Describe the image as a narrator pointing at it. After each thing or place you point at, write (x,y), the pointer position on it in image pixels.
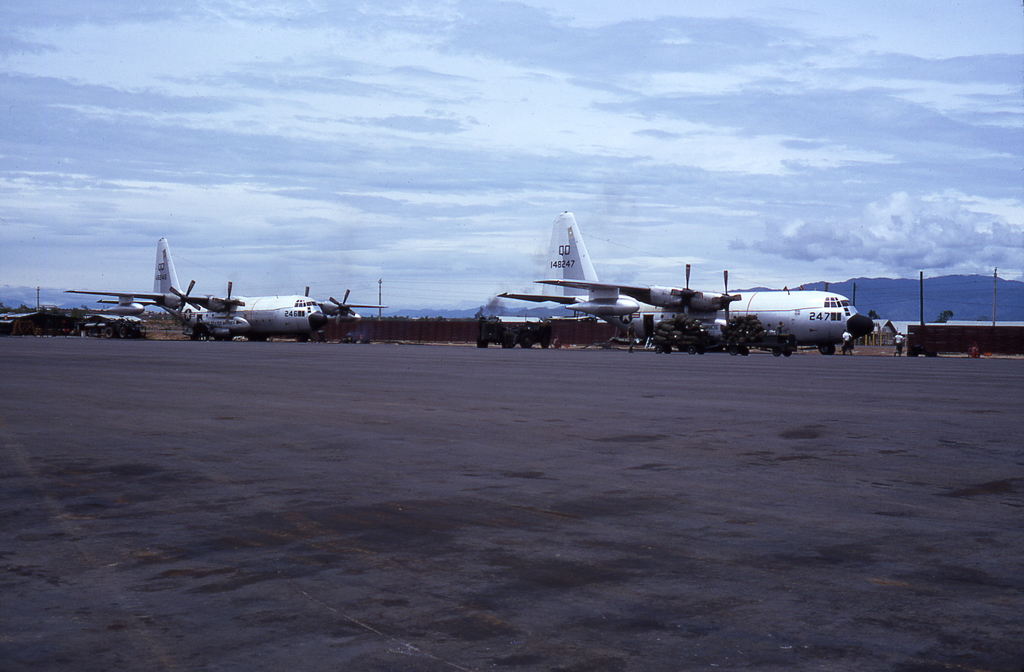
In this image we can see a group of airplanes (703,325) placed on the ground (526,374). In the background (925,314), we can see mountains (926,303), group of persons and cloudy sky (635,177).
